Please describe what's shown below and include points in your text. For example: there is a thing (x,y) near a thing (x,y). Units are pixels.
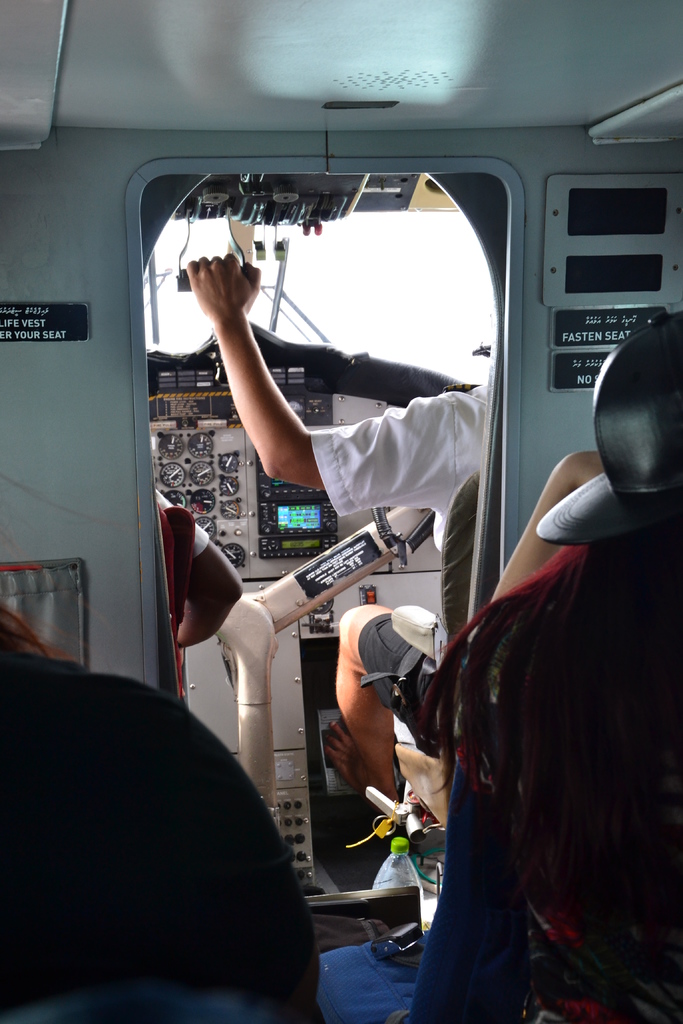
In this picture we can see a close view of the plane cockpit (349,523). In the front (405,494) we can see a pilot (330,446) sitting on the seat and holding the gear lever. Behind we can see some buttons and screen (283,513).
